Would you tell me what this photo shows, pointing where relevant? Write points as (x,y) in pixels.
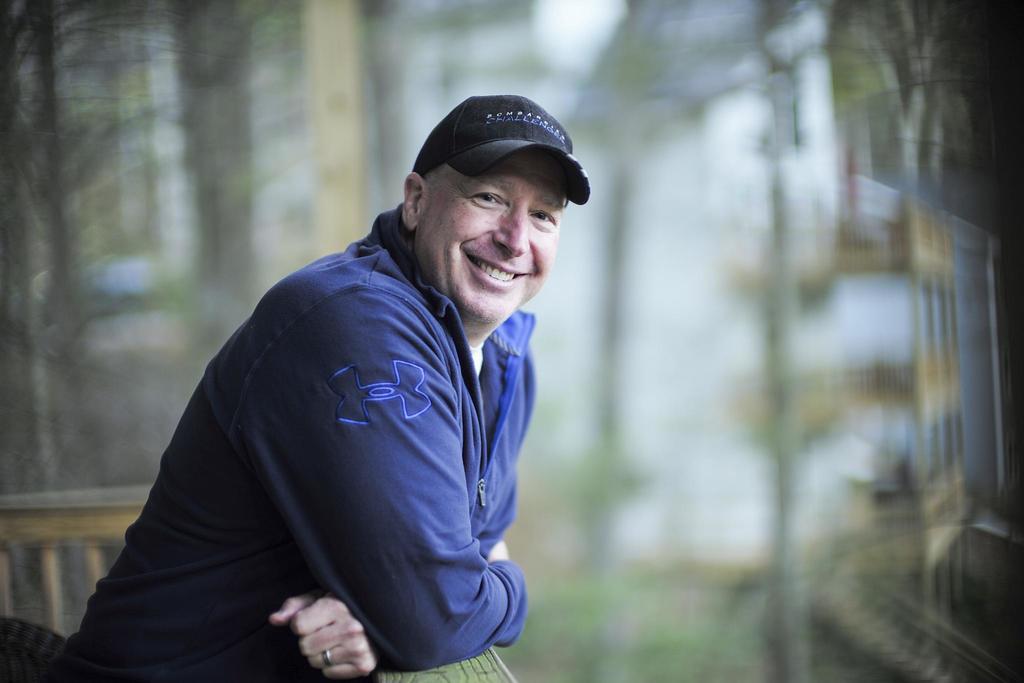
In this image we can see there is a person (408,369) standing and there is a fence (88,555). And at the back (640,197) it looks like a blur.
